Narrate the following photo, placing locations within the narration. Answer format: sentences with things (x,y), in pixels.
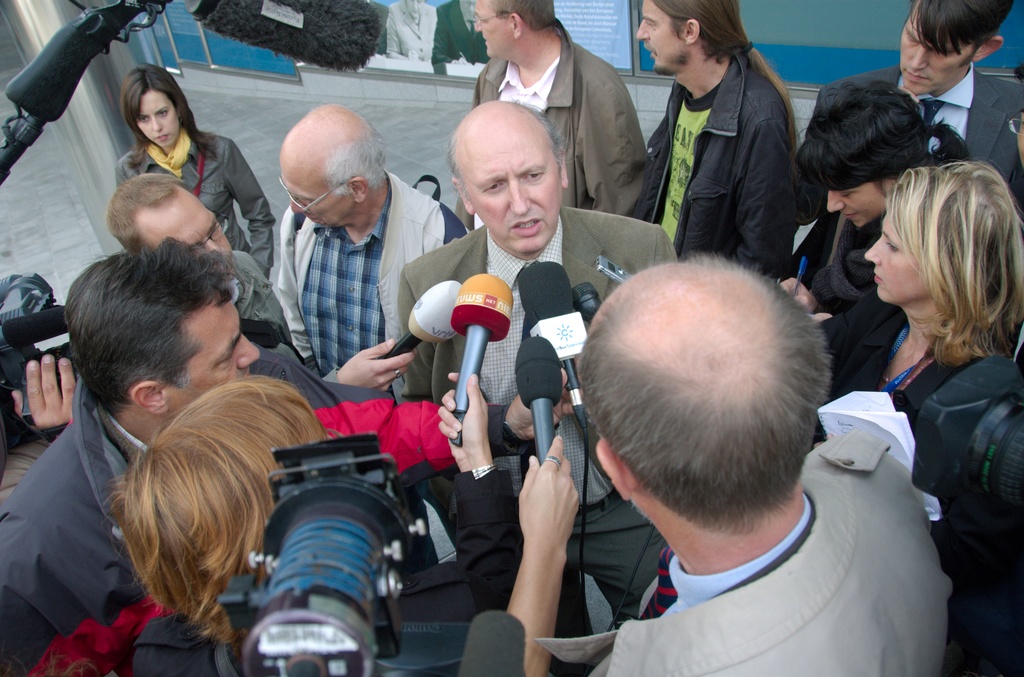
In this image there is a person (413,289). In front of him there are a few people (451,379) holding the mics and cameras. Behind the person (529,218) there are a few other people (585,165) standing. On the left side of the image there is a pole (15,38). In the background of the image (586,20) there are boards (582,43) with pictures (460,15) and text (576,11) on it.
